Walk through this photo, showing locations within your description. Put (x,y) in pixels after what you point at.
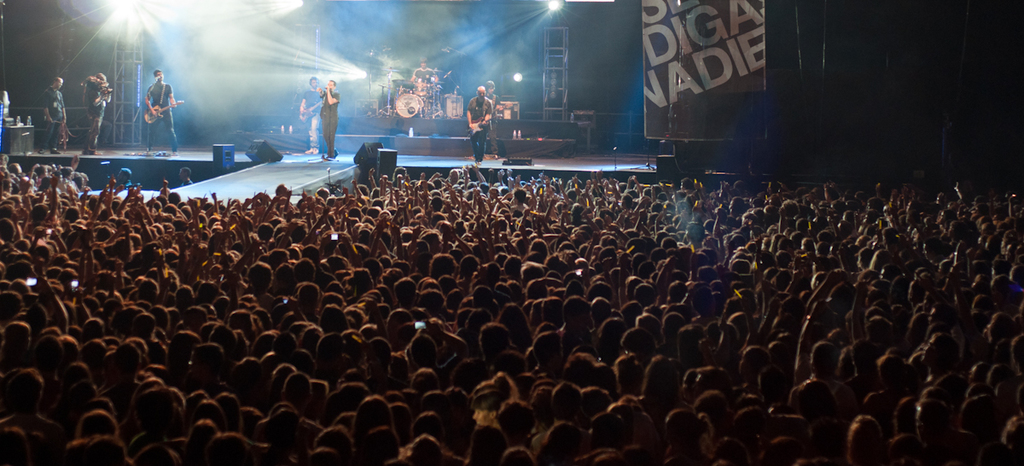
In this picture we can see a group of people (309,280) and some people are on the stage (259,191), here we can see musical instruments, speakers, lights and some objects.
